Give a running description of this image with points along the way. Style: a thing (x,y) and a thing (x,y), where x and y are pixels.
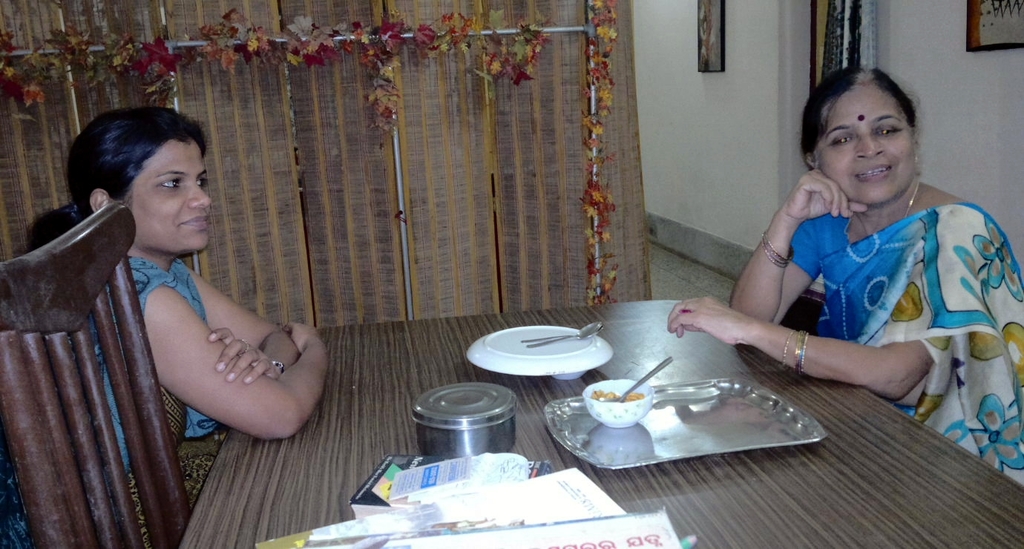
In this image we can see there are two persons (164,300) sitting on chairs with a smile on their face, in the middle of them there is a table (575,461). On the table (468,367) there is a bowl (628,409) with a spoon (628,395) on the tray (580,397), two spoons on the plate (520,361), steel box (439,419), books (486,499) and papers (514,503), behind the table (541,391) there is a wooden wall (559,41). On the wooden wall (360,161) there is a decoration (291,44) done with flowers (603,24). On the right side of the image (705,31) there are frames (981,20) hanging on the wall (752,129).
